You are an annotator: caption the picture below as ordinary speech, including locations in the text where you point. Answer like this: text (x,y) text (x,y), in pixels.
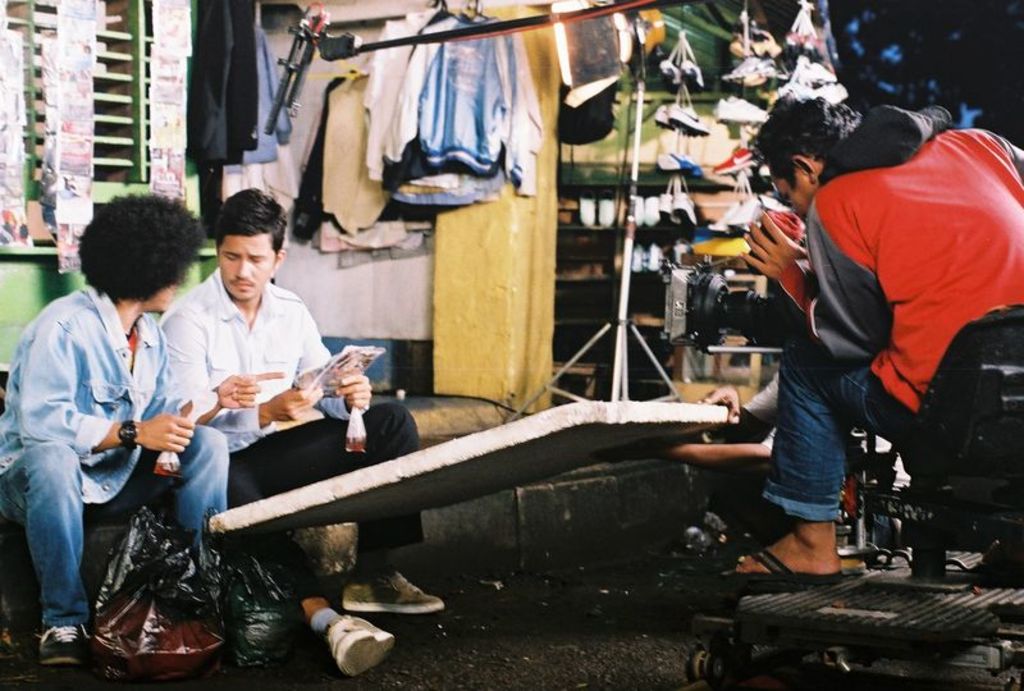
In this image there are two people (11,470) sitting holding objects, in front of them there is a person (887,192) with a camera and in the background (656,281) there are shirts (346,211), shoes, window (124,154) and many other objects (167,3).
